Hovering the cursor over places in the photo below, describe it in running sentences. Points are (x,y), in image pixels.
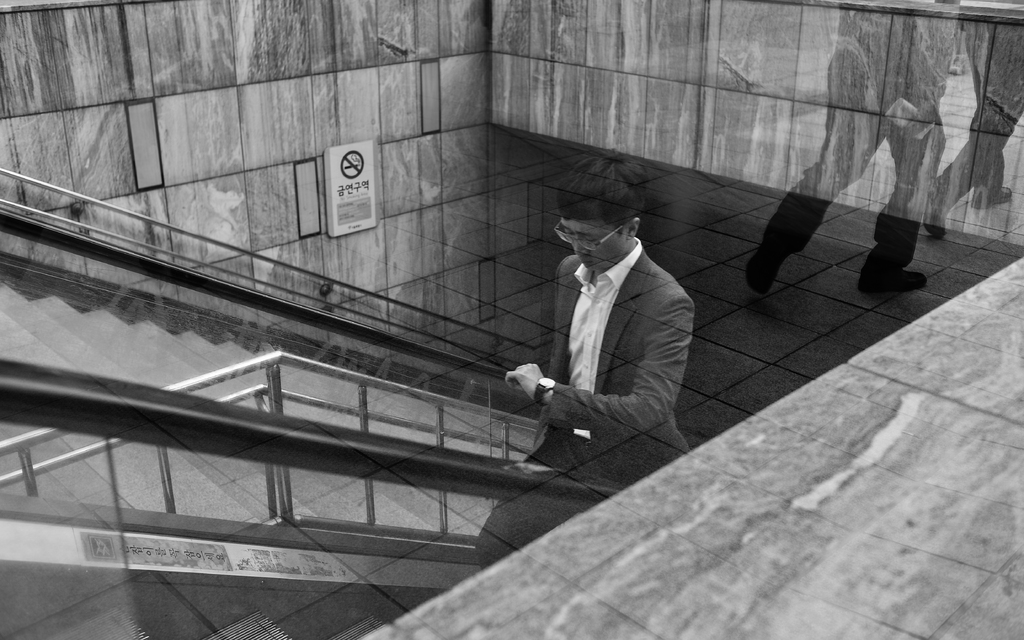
In this image in the center (570,372) there is a man (595,392) standing on the stairs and looking at his watch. On the right side (856,133) there are reflections (923,143) of the persons (896,154) and in the background (357,216) there is a board (331,200) on the wall (411,197) which is hanging and on the left side (68,356) there are steps (40,352).
